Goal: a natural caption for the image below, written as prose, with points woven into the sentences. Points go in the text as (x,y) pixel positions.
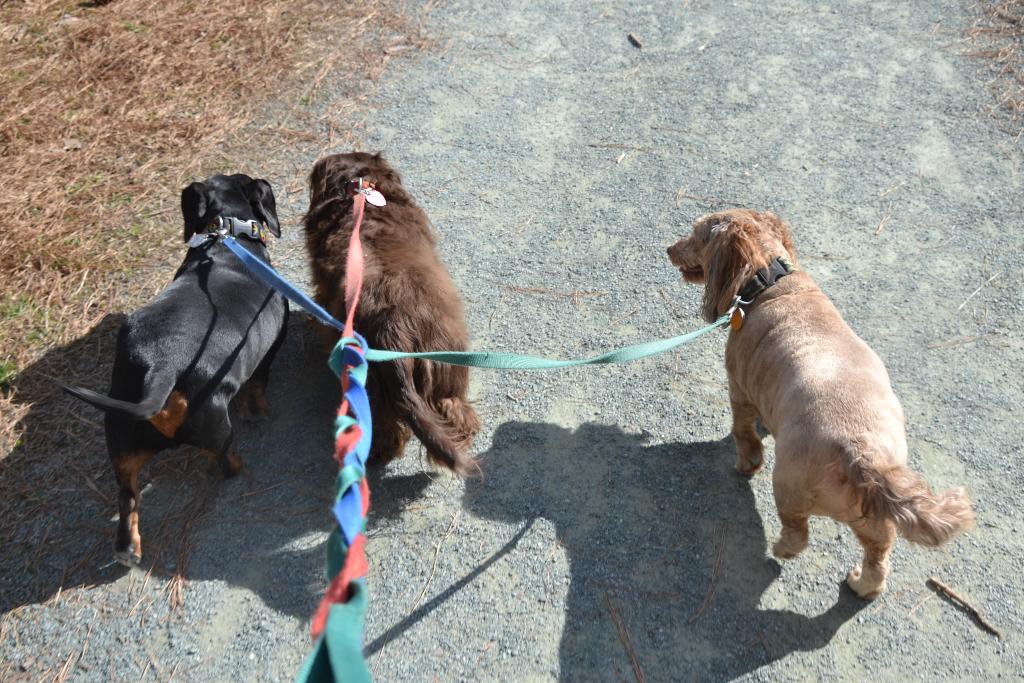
In the image there are three dogs (423,280) tied to a rope (345,664) walking on the path (664,497) with dry grass (182,18) on the left side (71,68).
